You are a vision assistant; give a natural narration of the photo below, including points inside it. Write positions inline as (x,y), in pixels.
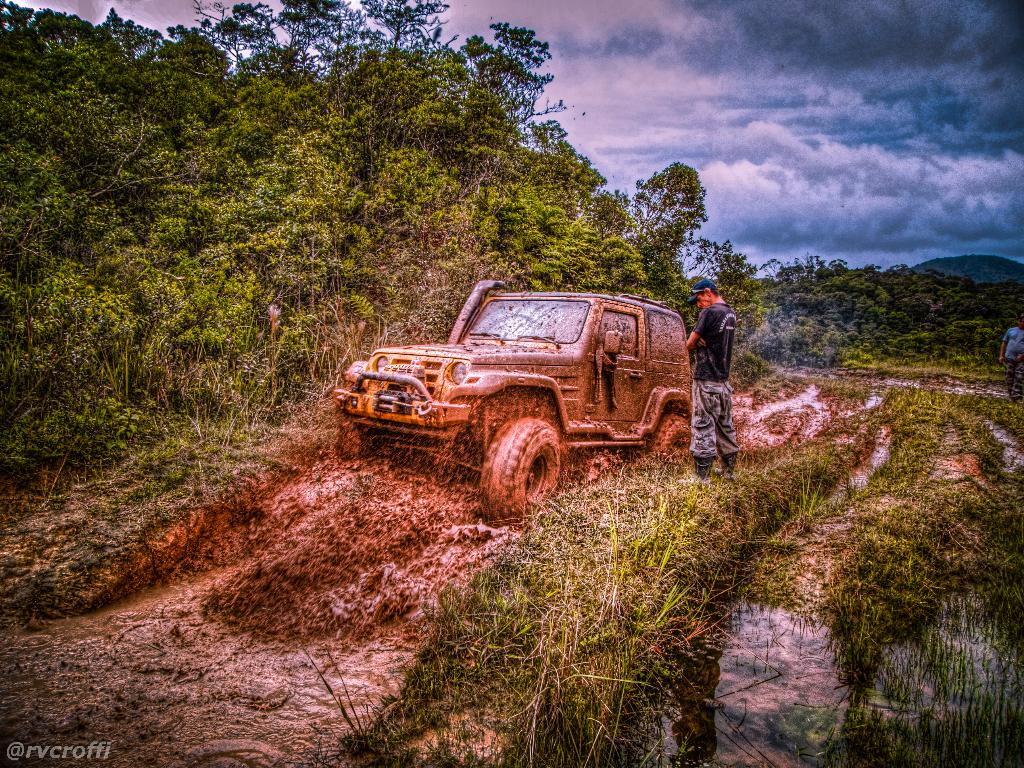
This picture shows a jeep (547,382) and we see trees (668,238) and grass (652,476) on the ground (911,560) and we see a man (718,373) standing he wore a cap (709,283) on his head (702,295) and we see another man (1004,346) standing on the side and a blue cloudy sky (905,167) and we see a watermark (86,750) on the left bottom (43,744).
